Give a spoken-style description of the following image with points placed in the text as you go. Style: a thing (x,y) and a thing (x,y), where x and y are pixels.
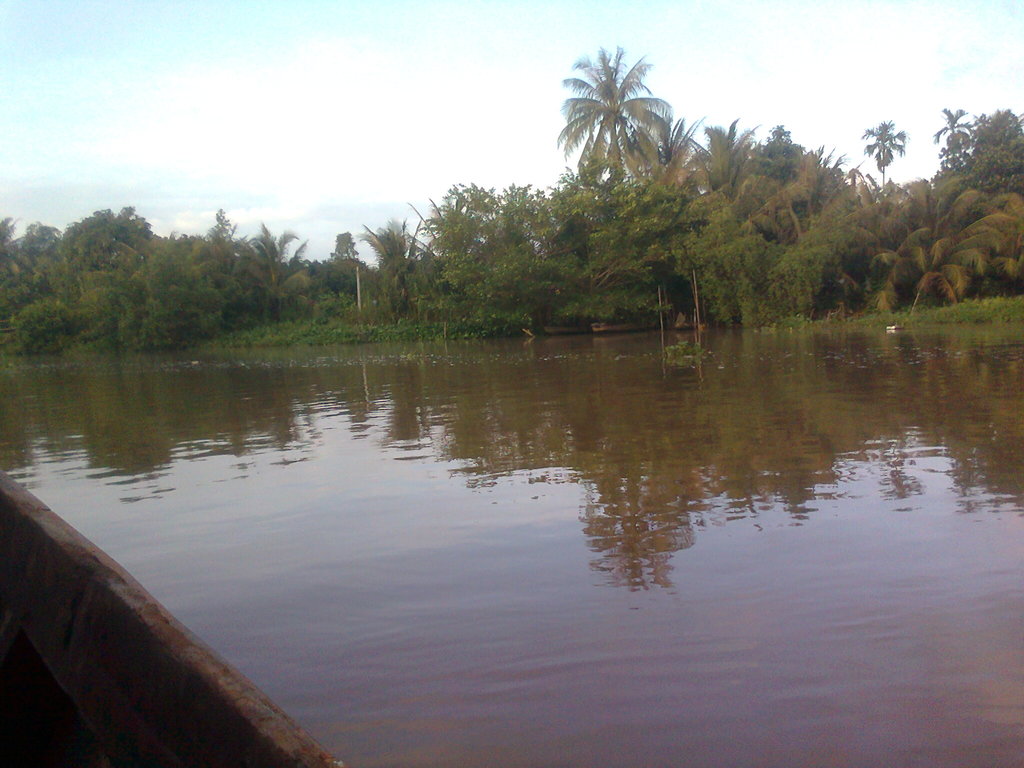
In this picture I can see water (473,545) at the center (466,495). There are trees (641,174) in the background (740,275), I can see the sky (406,80) at the top of a picture.
